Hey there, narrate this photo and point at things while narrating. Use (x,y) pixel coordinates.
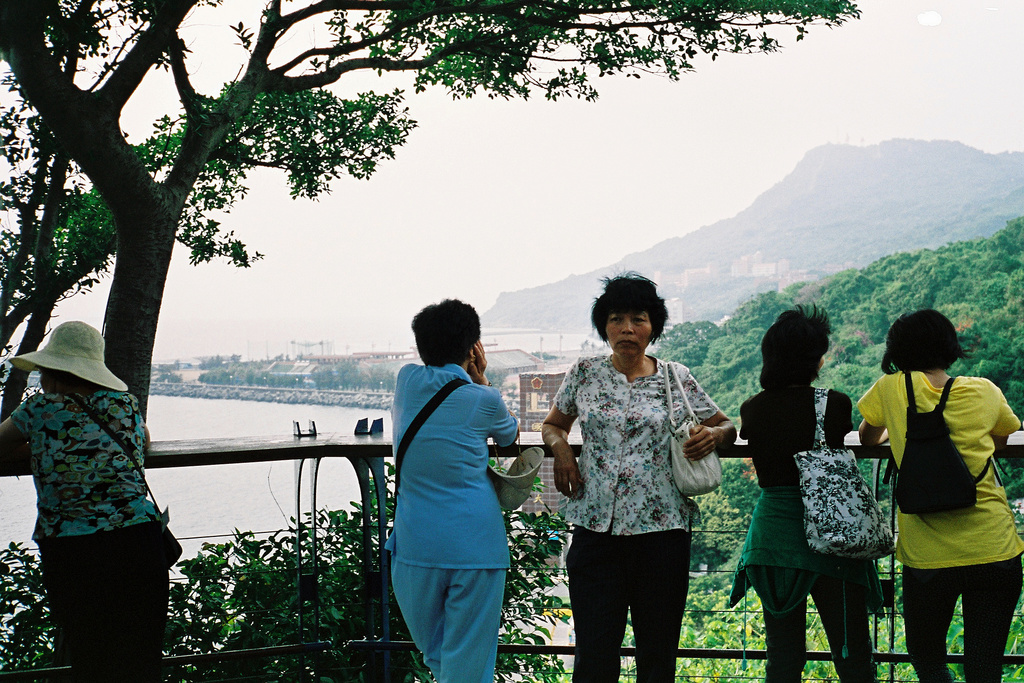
In this image we can see some persons (971,413), bags (917,498), railing (204,458), trees (712,526) and other objects (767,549). In the background of the image (702,369) there are trees (737,362), buildings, poles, mountains (547,321), water (165,404) and other objects (192,390). At the top of the image (587,184) there is the sky (411,162).
